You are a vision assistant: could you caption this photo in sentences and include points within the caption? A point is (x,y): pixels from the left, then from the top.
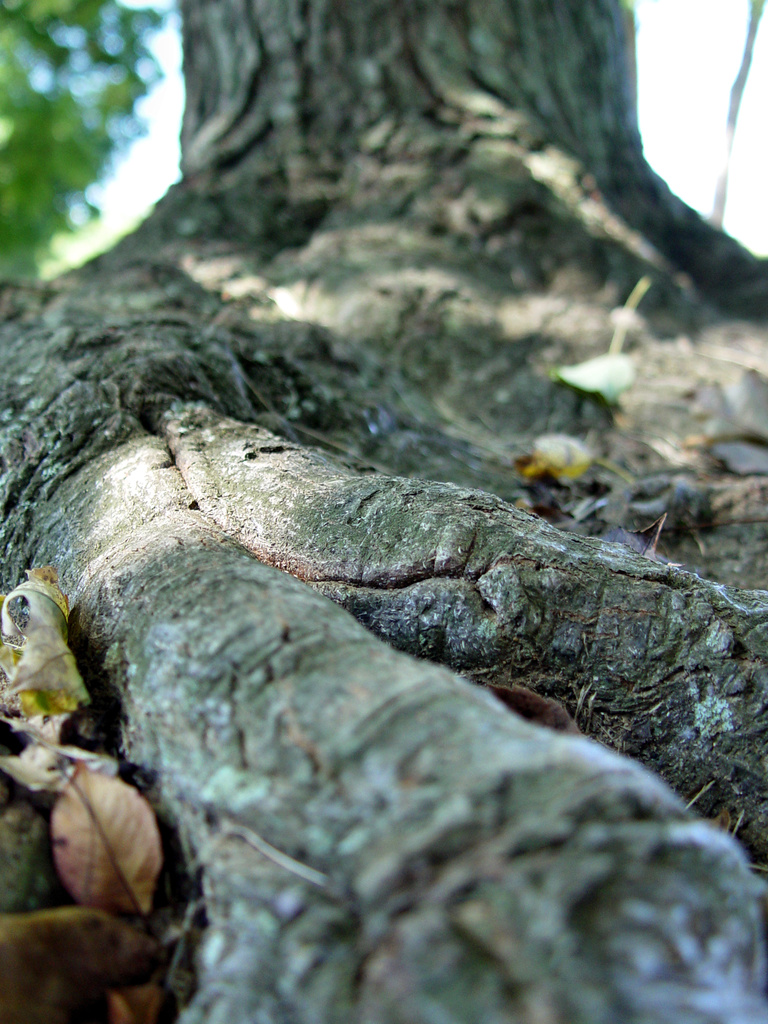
In this picture I can see a tree trunk (316,246) and some dry leaves (69,692).
